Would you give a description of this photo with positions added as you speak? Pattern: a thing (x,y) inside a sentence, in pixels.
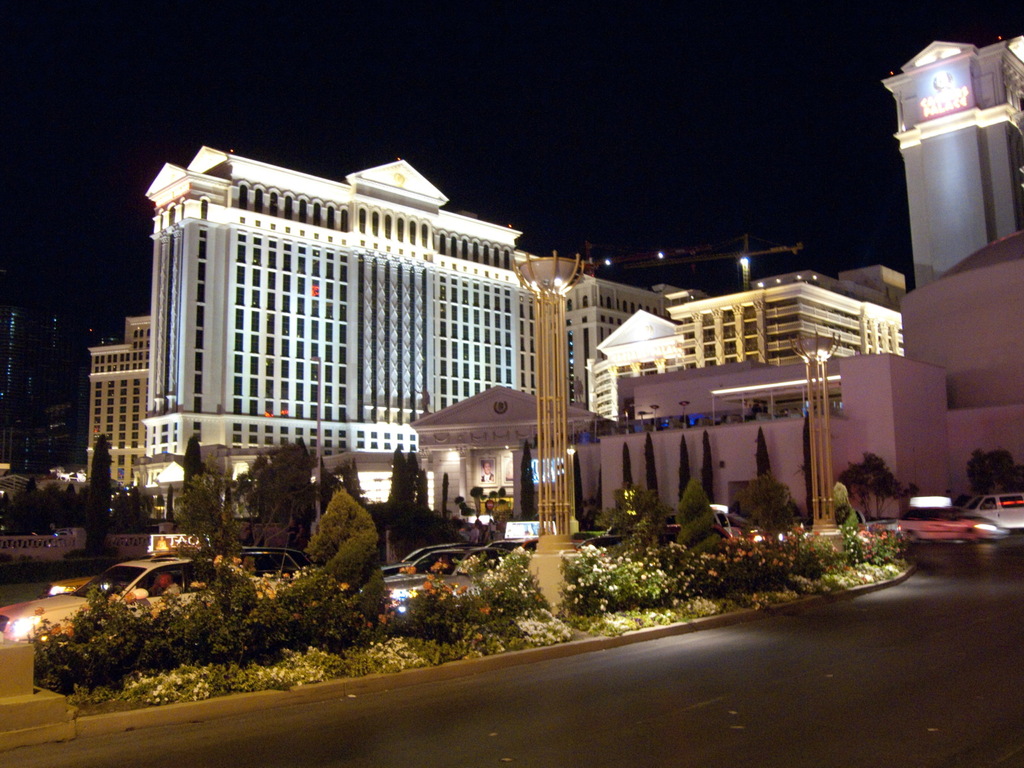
This is an image clicked in the dark. At the bottom of the image (507,735) I can see the road (718,728). In the middle of the road (458,706) there are some plants (577,622). At the back (74,586) I can see many cars (113,586). In the background (618,402) there are some buildings (531,353) and poles (549,339).
